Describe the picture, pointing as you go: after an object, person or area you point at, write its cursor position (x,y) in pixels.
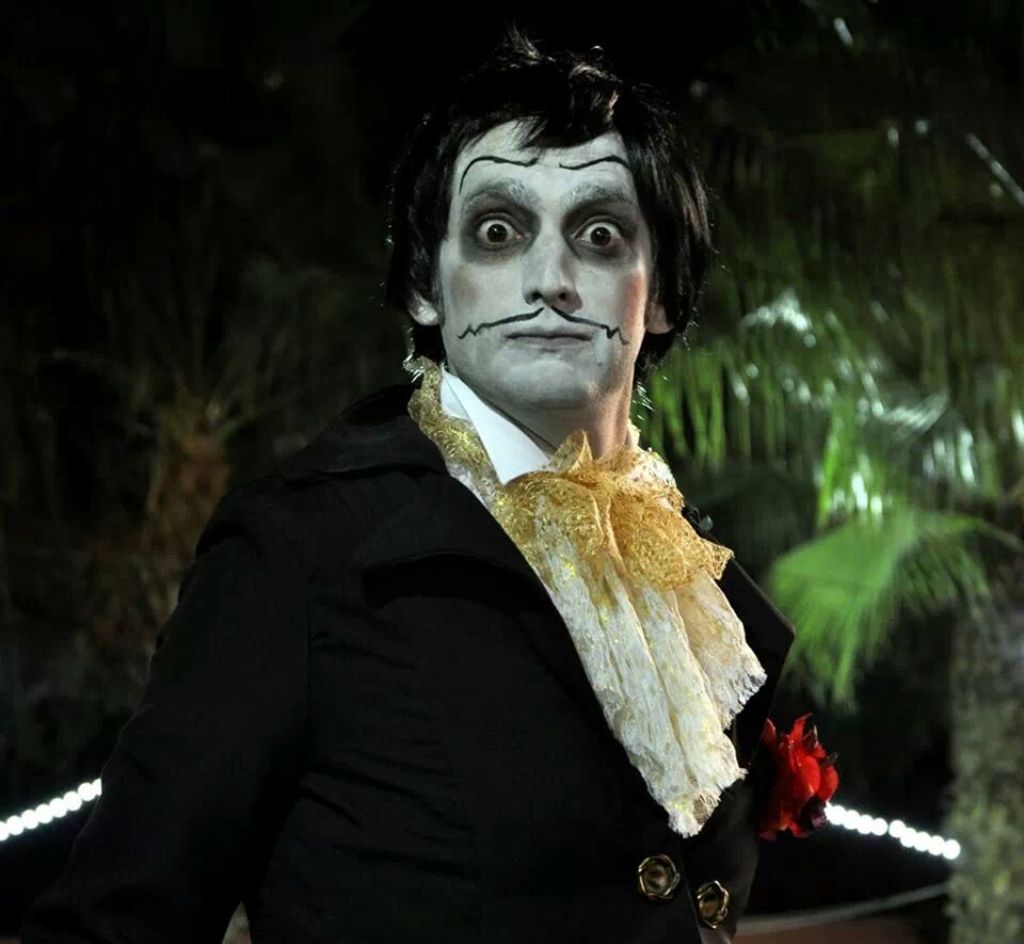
In this picture there is a person (416,492) with makeup (546,287) on his face (564,302). In the background (824,326) there are trees (829,357) and lights (946,853).
